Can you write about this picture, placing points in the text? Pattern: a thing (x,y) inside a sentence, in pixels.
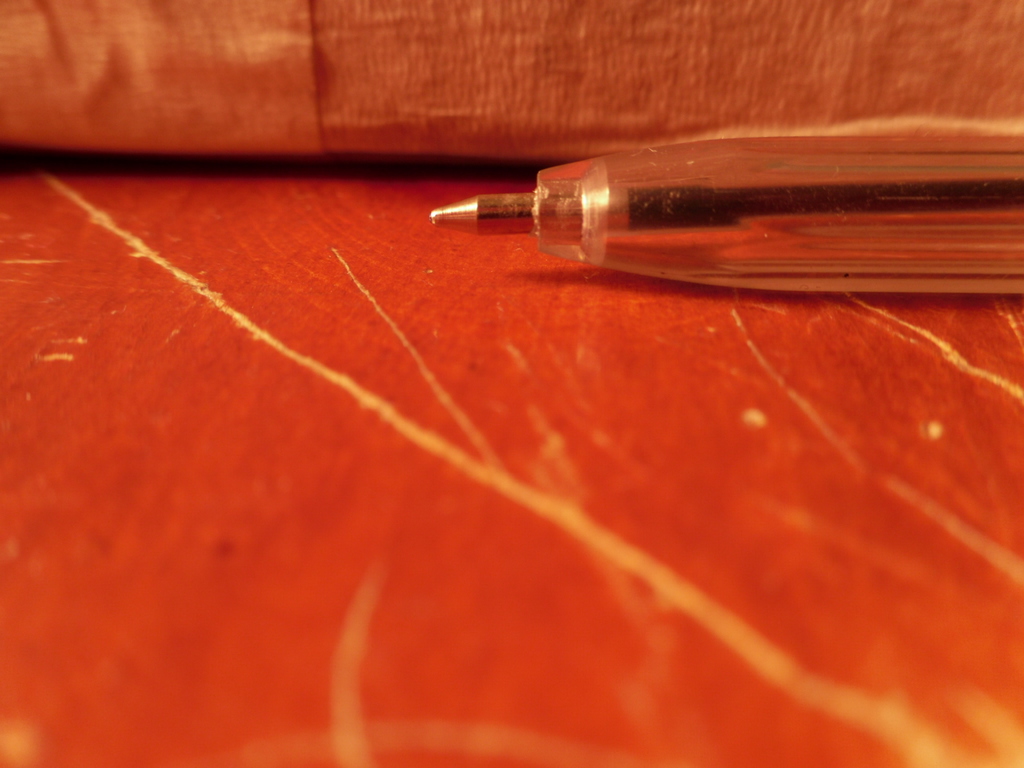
On the right (898,239) there is a pen (772,259). At the bottom (655,745) it is a wooden object (517,536). At the top (739,71) there is an object (507,91).
